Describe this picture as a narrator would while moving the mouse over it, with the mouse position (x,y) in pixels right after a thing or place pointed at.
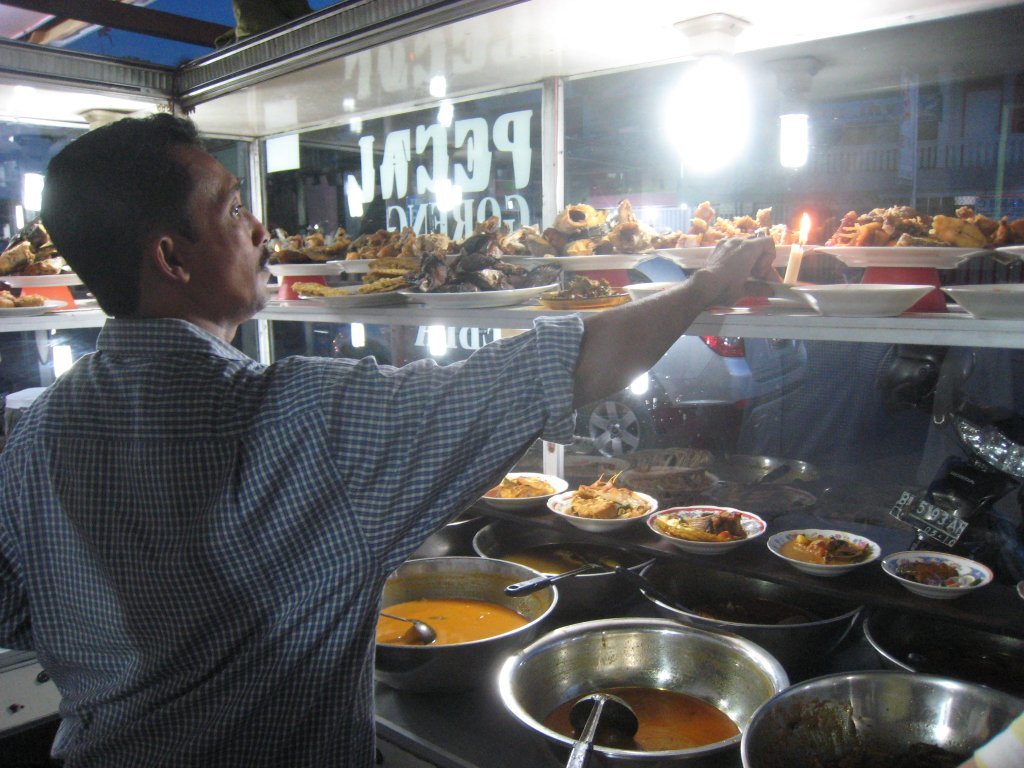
In this image we can see this person (332,547) is wearing a shirt (224,620) and standing here. Here we can see many bowls (632,662) with food item (447,606), spoons (590,696) and food items (708,216) kept on the plate (541,263). We can see the candle (802,237) and in the background (383,138), we can see the glass (633,177) on which something is written and we can see the light (732,155) here. Through the glass (855,445) we can see cars (620,409) and bikes (994,462) on the road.
